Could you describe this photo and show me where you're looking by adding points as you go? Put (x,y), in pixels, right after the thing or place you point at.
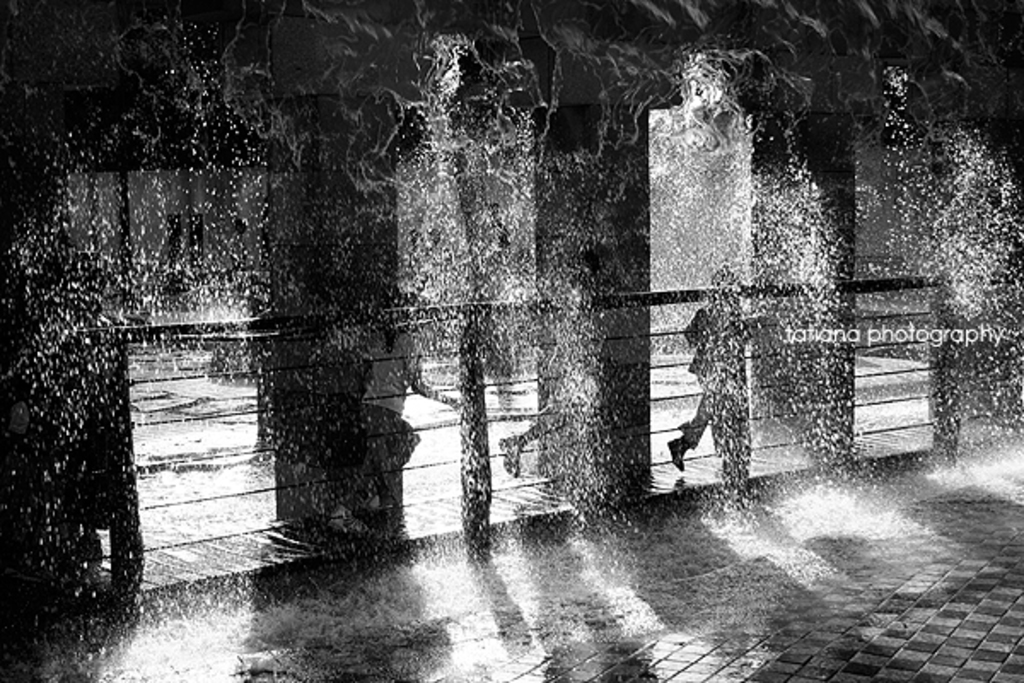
It is a black and white image and in this image we can see a few people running on the path (517,491) and we can also see the rain (735,303) and also the floor (789,493). There is also a text (857,337) on the right (959,333).
